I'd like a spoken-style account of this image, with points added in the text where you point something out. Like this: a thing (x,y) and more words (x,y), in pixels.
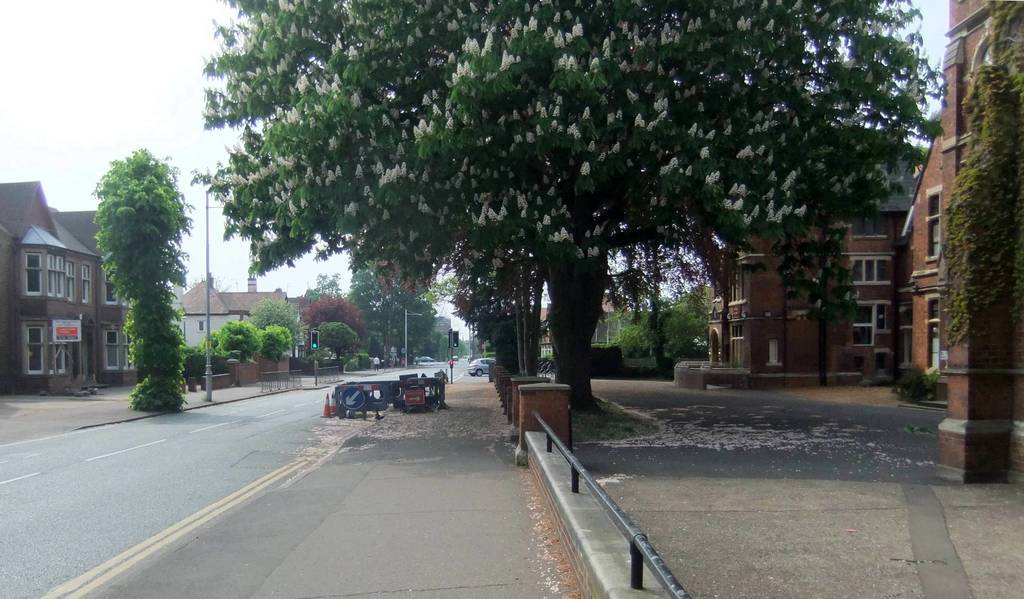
In this image at the bottom (205,471), there is a road (215,462). On the right (843,366) there are buildings (741,374), trees (690,346). On the left (168,340) there are buildings (116,344), trees (163,314), street lights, poles (451,354), traffic signals (315,345), some people (373,362), cars (424,356) and sky (144,66).
